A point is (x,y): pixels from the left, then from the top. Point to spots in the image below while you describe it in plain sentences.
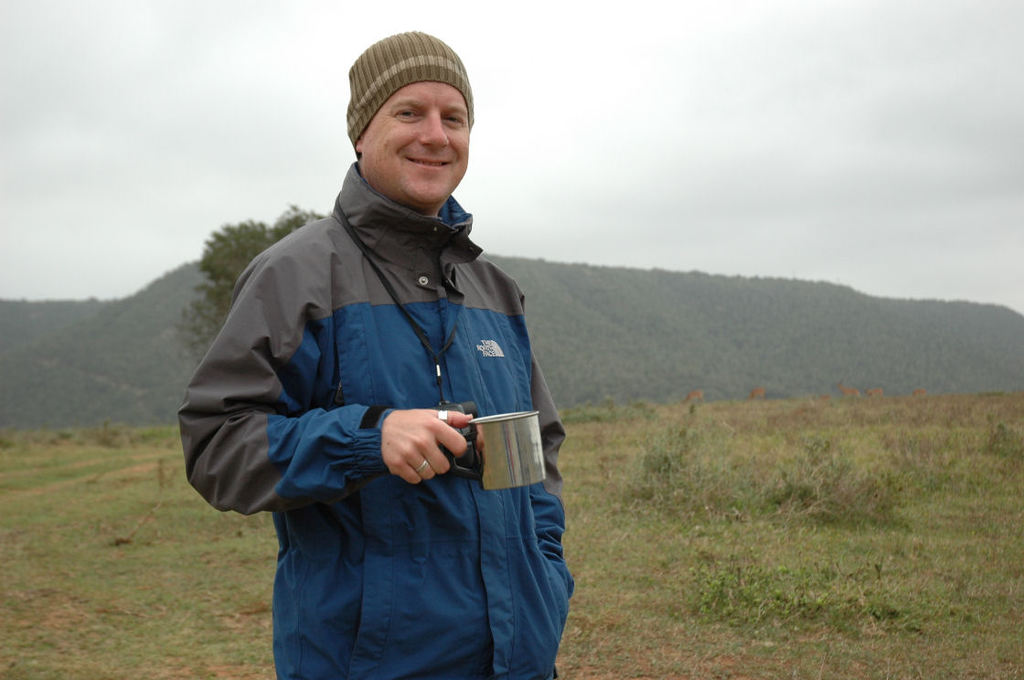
In this image, we can see a person (519,547) wearing clothes (457,572) and cap (452,68). This person (389,82) is holding a mug (492,426) with his hand (416,465). There is a hill (550,322) in the middle of the image (627,322). In the background of the image (775,124), there is a sky (560,106).
